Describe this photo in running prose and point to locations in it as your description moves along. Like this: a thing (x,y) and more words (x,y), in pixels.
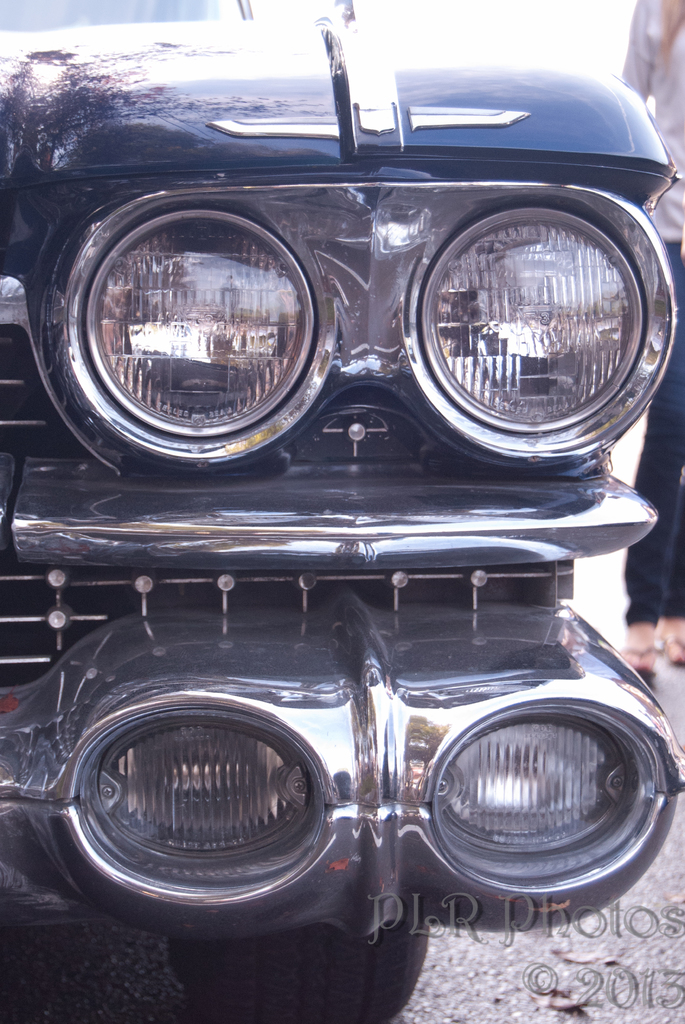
In this image we can see headlights (577,787) on a bumper (269,683) of a car (271,749) standing on the ground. In the background (647,614) we can see a person (680,291).
